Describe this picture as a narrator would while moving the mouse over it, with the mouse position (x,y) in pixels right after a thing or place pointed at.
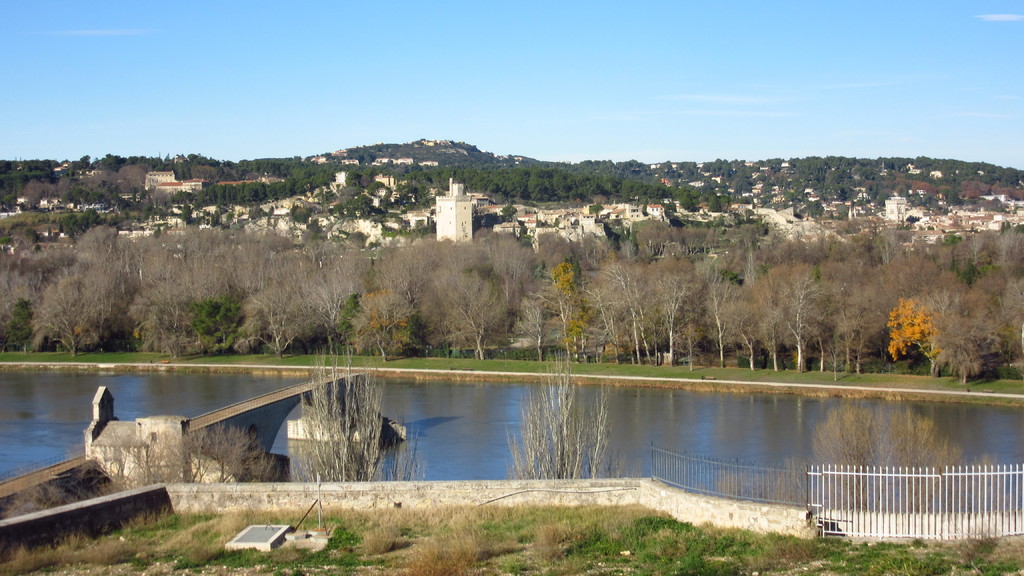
In this picture I can observe lake (587,420) in the middle of the picture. On the right side (864,523) I can observe railing (884,498). In the background (551,289) there are trees (362,187) and sky (416,79).
